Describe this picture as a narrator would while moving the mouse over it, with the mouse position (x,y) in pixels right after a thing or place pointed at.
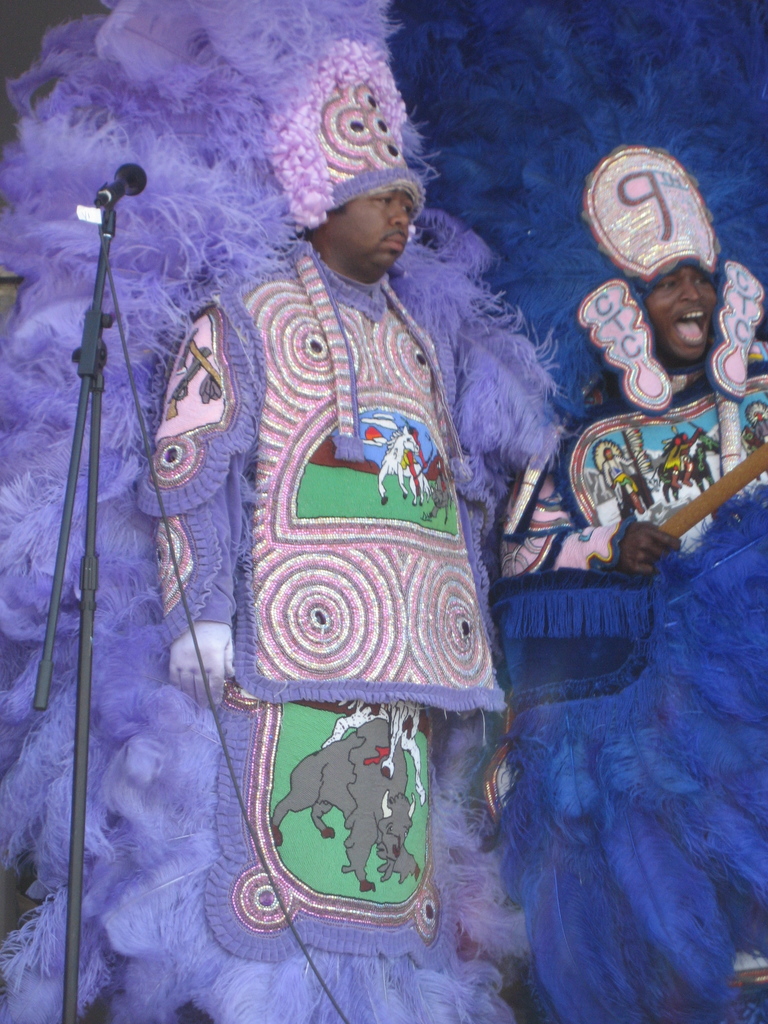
In this image there are two men (509,450) wearing costume (375,411) and they are standing, on left side (121,323) there is mic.
